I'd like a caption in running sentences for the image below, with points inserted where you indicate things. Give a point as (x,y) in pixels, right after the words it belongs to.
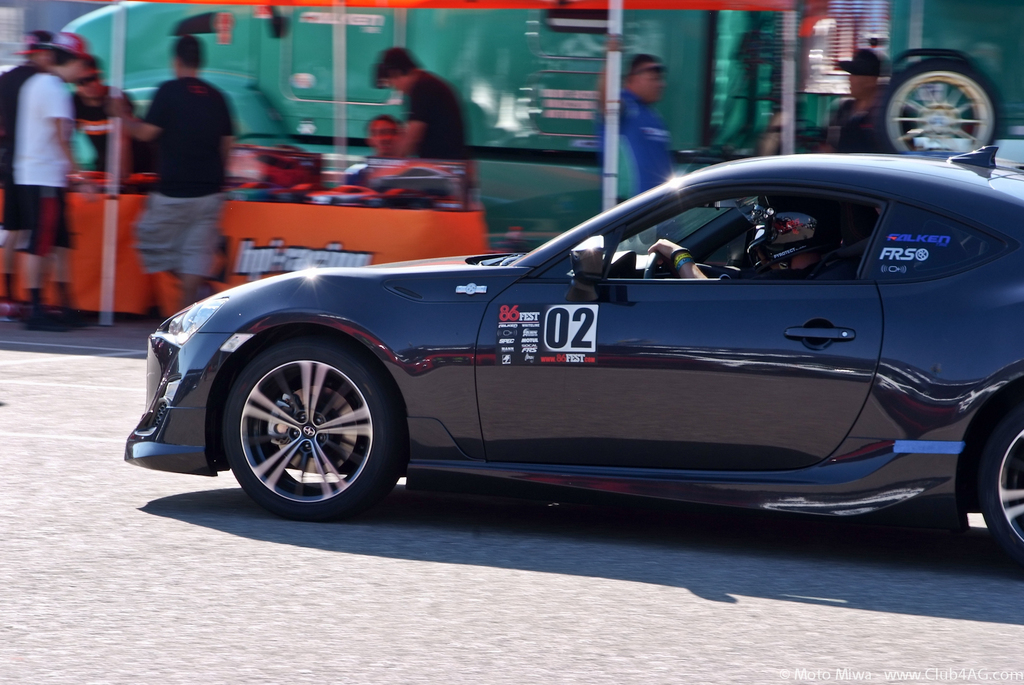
Here in this picture we can see a car (546,389) on the road (239,574). Inside the car (654,353) there is a man (781,237) with the helmet (784,231). Then we can also see some people (178,149) standing. There is table (327,222) with orange color cloth (306,217). Behind them there is a vehicle (510,53).
